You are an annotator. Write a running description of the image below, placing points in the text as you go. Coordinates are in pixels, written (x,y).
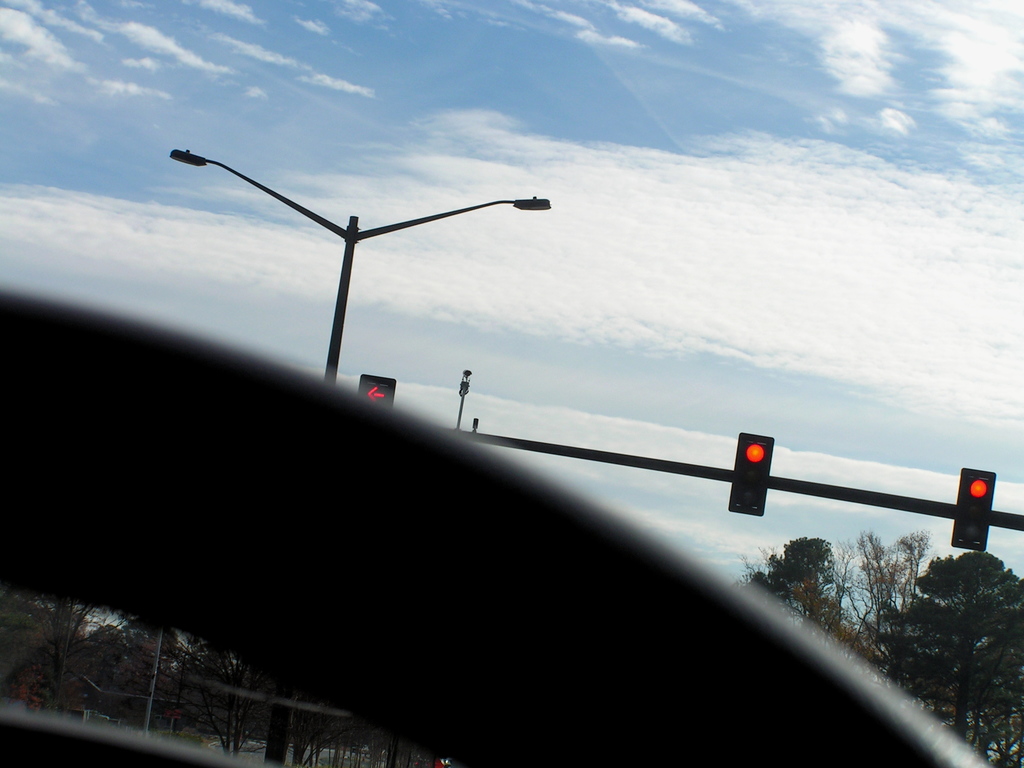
At the bottom (413,701) we can see an object (405,477). In the background (135,657) there are traffic signal poles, trees (135,644), street lights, poles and clouds (551,155) in the sky (551,155).
